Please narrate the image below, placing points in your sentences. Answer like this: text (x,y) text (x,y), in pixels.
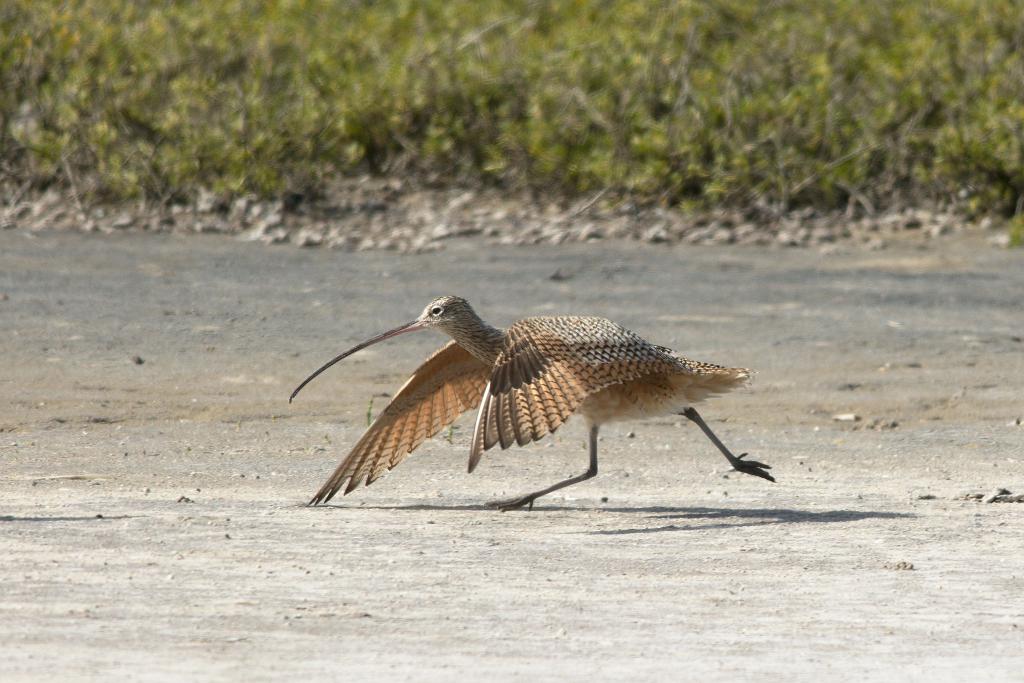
In this picture there is a curlew (575,364) in the center of the image (606,343) and there is greenery (786,109) at the top side of the image (655,113).
